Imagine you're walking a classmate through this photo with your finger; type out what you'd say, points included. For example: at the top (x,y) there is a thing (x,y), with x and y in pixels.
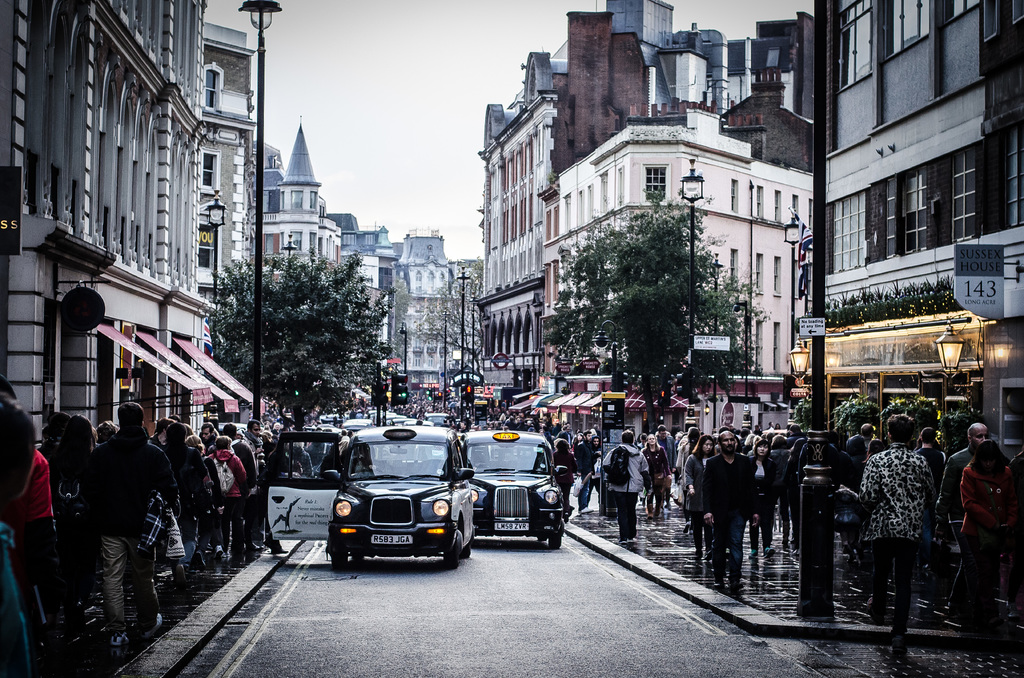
In this image we can see group of vehicles (447,452) parked on the road (482,552). In the foreground (234,556) we can see a group of people (627,439) standing on the ground (936,569), light poles (822,523). In the background (948,396), we can see some buildings (665,172) with windows (122,162), sign boards (822,329) with text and the sky (422,78).
